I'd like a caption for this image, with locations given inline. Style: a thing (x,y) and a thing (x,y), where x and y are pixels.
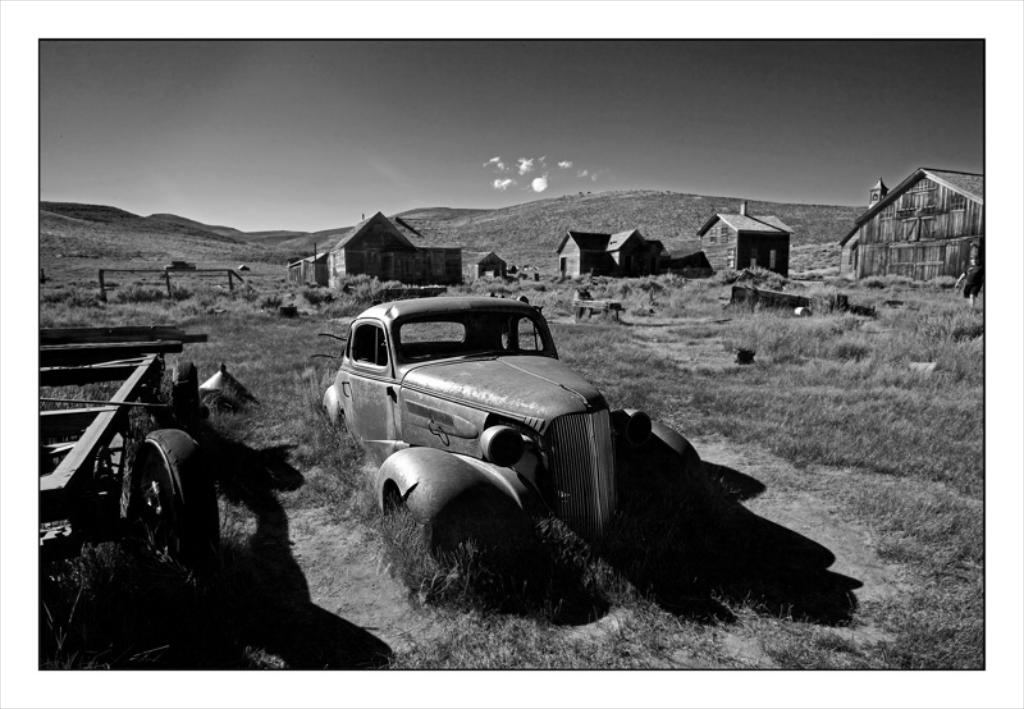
In this picture we can see a vehicle (556,496). There is a cart (61,492) on the left side (72,485). Some grass (206,359) is visible on the ground (324,496). We can see some houses (343,272) and poles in the background (305,256). Sky (482,180) is cloudy.
